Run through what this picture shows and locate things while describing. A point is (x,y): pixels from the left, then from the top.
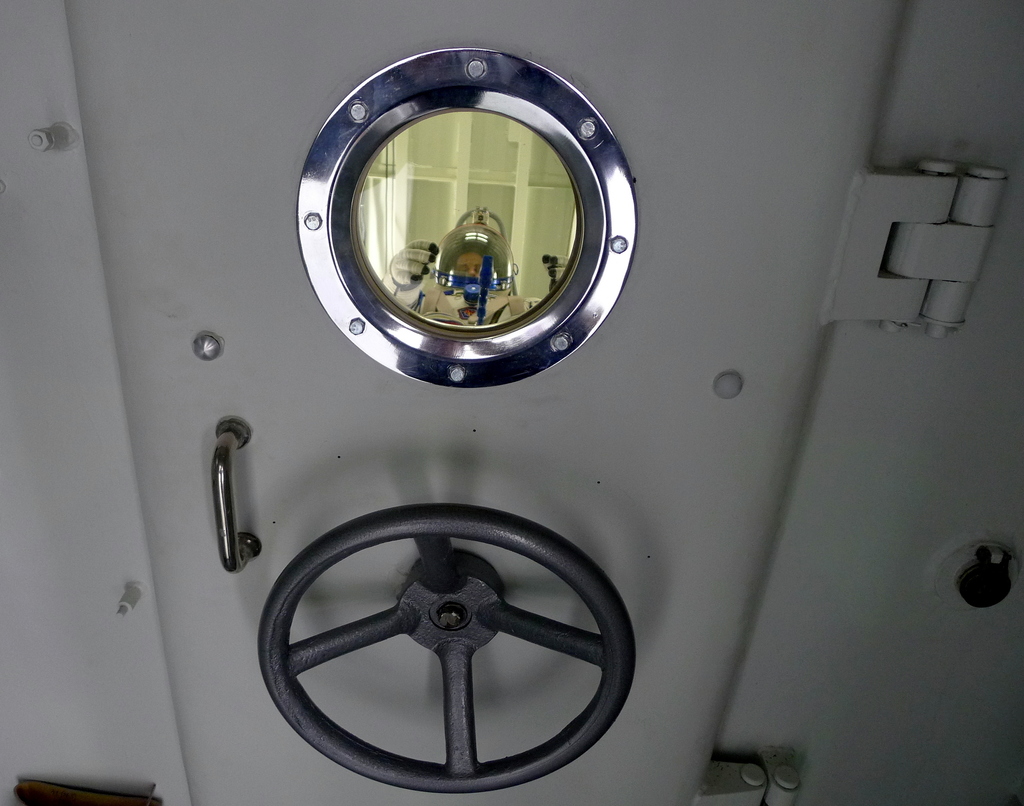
In this picture we can see a handle (338,531) on the door (453,458), and also we can see a person (446,262) from the glass (457,241).
